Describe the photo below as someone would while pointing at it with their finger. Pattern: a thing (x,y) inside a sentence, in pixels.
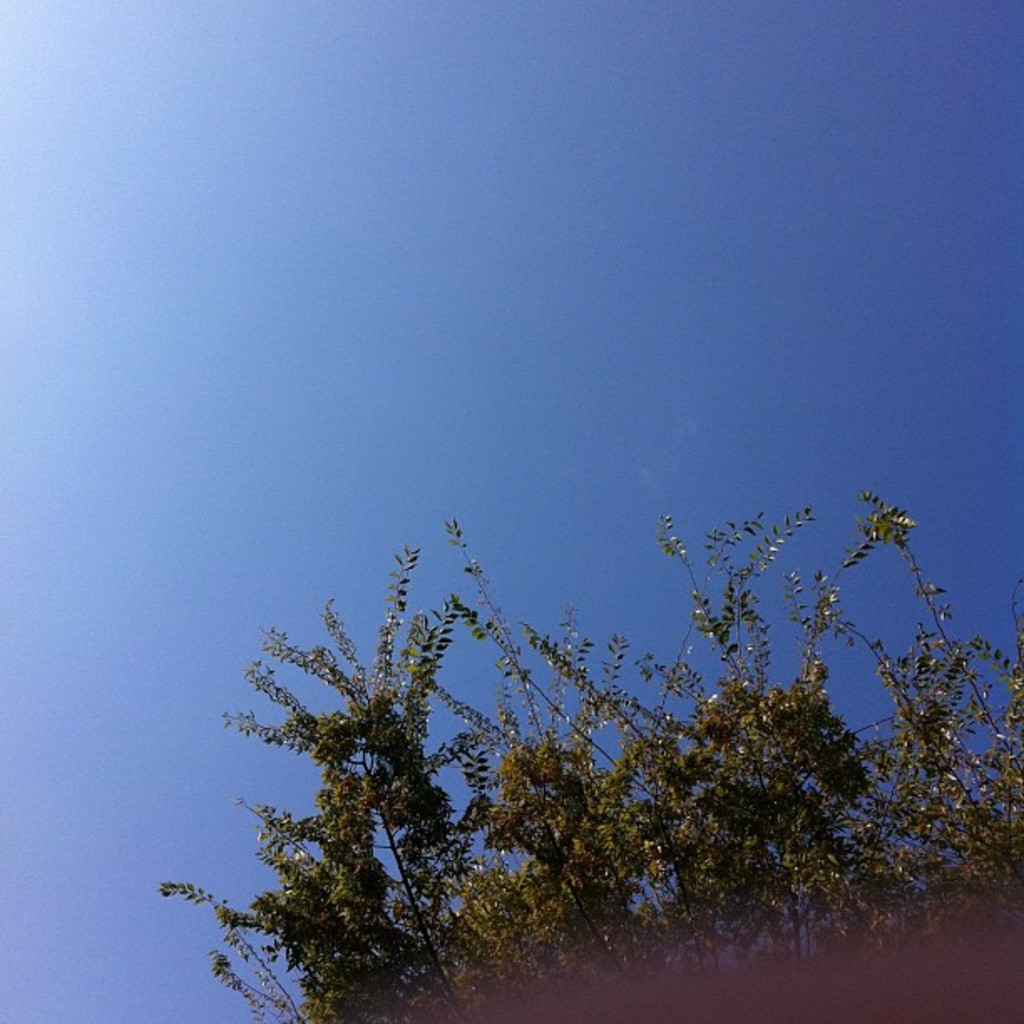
In this image there is the sky (355,347), there are trees (910,782) truncated towards the right of the image (727,764), there is an object (748,964) truncated towards the bottom of the image (734,978).
